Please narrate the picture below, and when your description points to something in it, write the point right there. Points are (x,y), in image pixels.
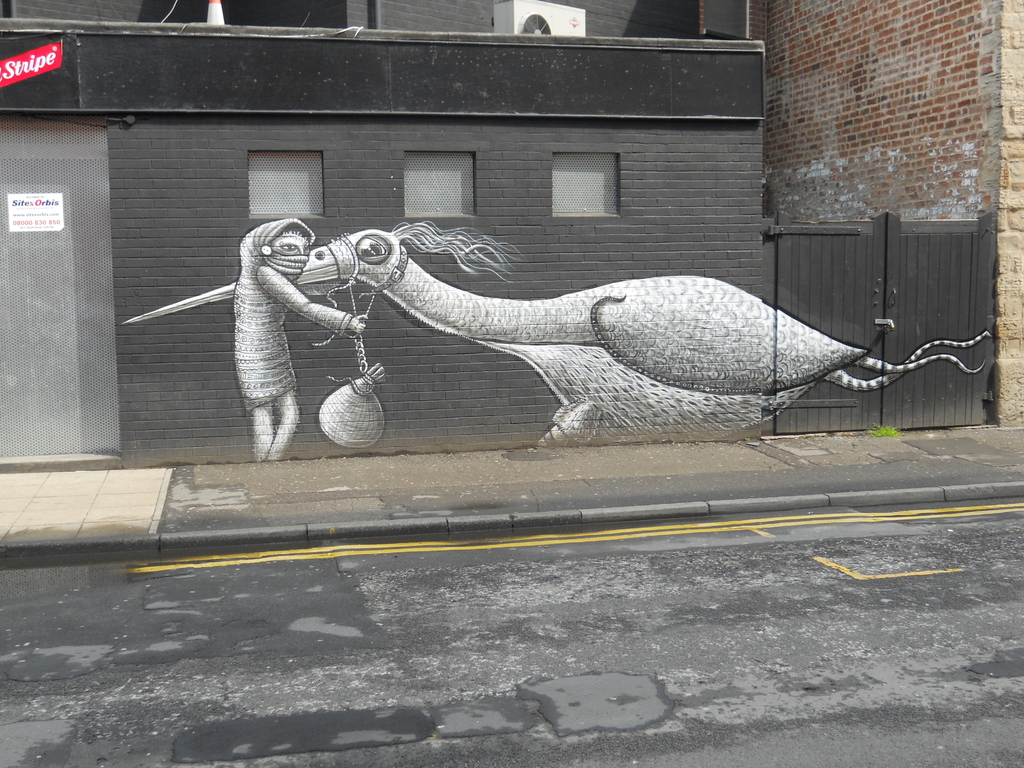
This image is clicked on the road (588,709). Beside the road (617,646) there is a walkway (332,473). Beside the walkway (183,479) there are buildings (347,67). To the right (872,306) there is a gate (868,350) to the wall (773,329). There are paintings (462,305) on the wall (390,349). To the left (31,207) there is text (13,209) on the wall (34,98).
